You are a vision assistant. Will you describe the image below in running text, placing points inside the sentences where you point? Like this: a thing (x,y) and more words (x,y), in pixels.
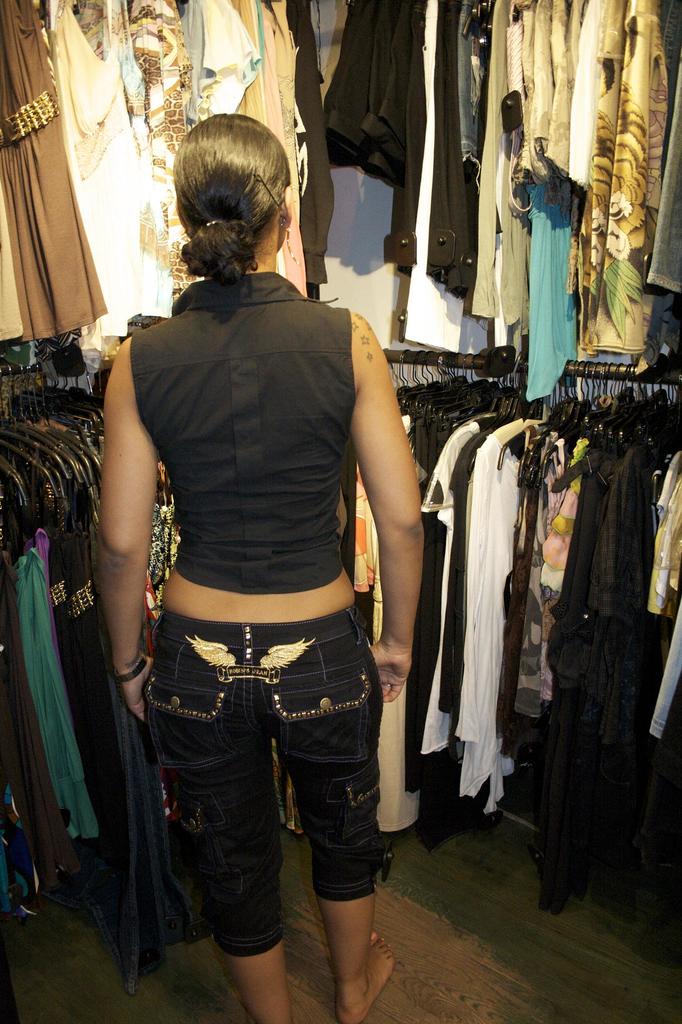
The picture is taken inside a closet (311,65). There are many clothes (486,190), hangers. Here there is a person (222,424) wearing black clothes (264,916).
